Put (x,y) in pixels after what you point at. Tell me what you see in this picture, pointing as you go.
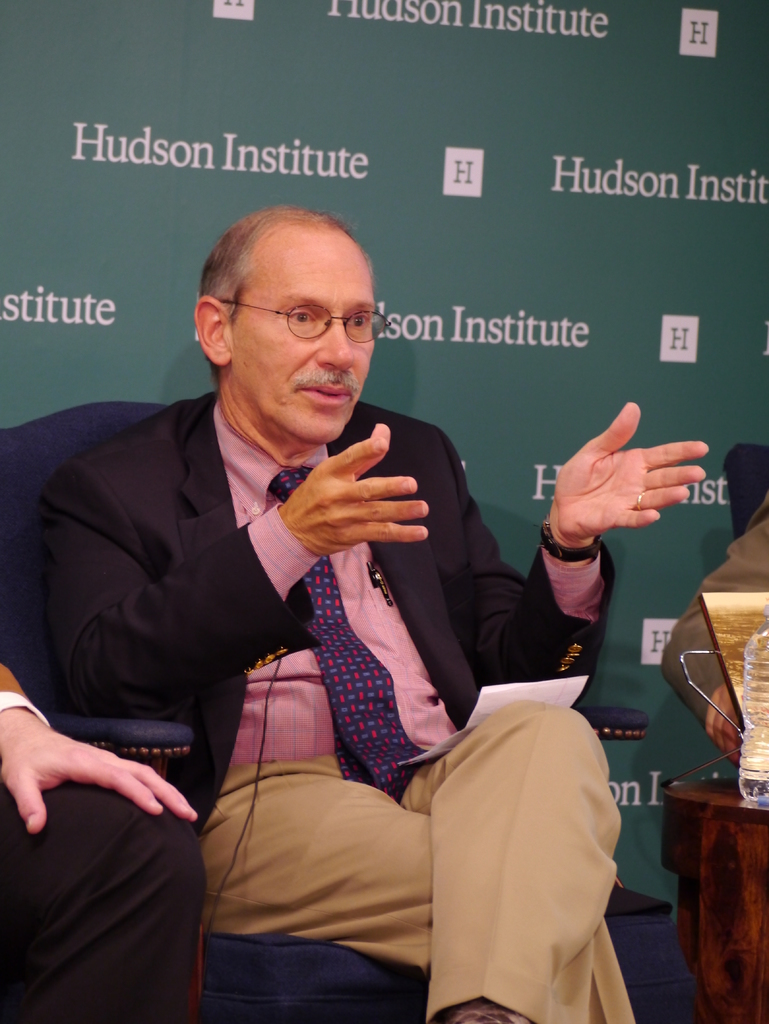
In this image I see a man (308,488) who is sitting on a chair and I see that he is wearing black color suit (170,569) and I see a paper (485,719) on his leg (510,715) and I see 2 more persons (2,678) and I see a bottle (765,681) on this table (699,821). In the background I see something is written.
